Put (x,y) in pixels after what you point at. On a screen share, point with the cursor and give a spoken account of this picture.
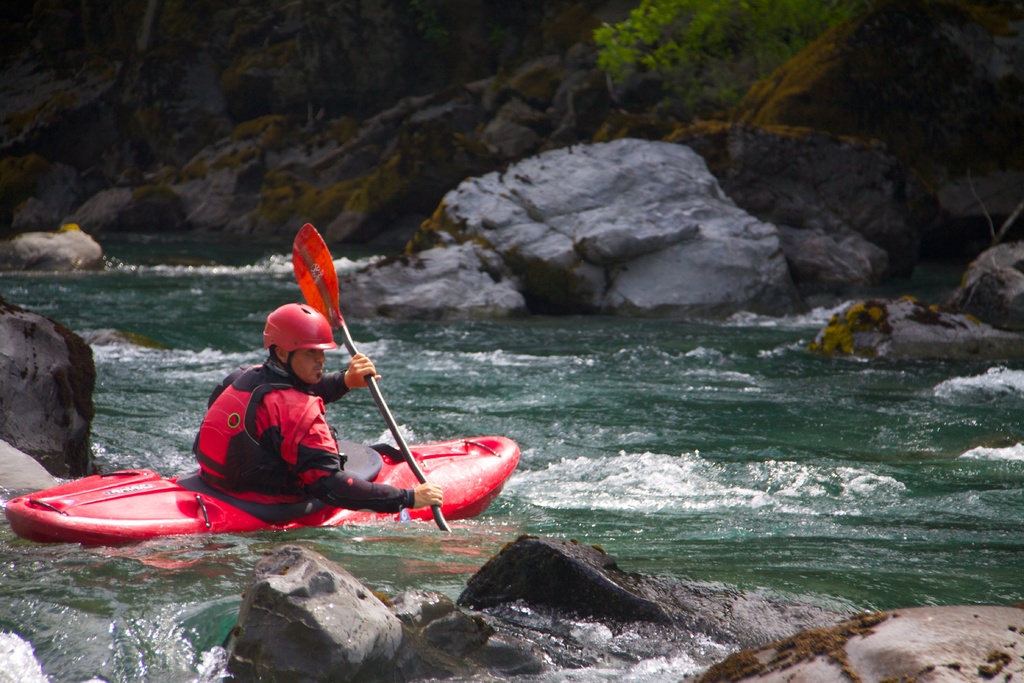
In the image I can see a person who is river rafting in the water (451,434) and around there are some rocks (160,58) and plants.
